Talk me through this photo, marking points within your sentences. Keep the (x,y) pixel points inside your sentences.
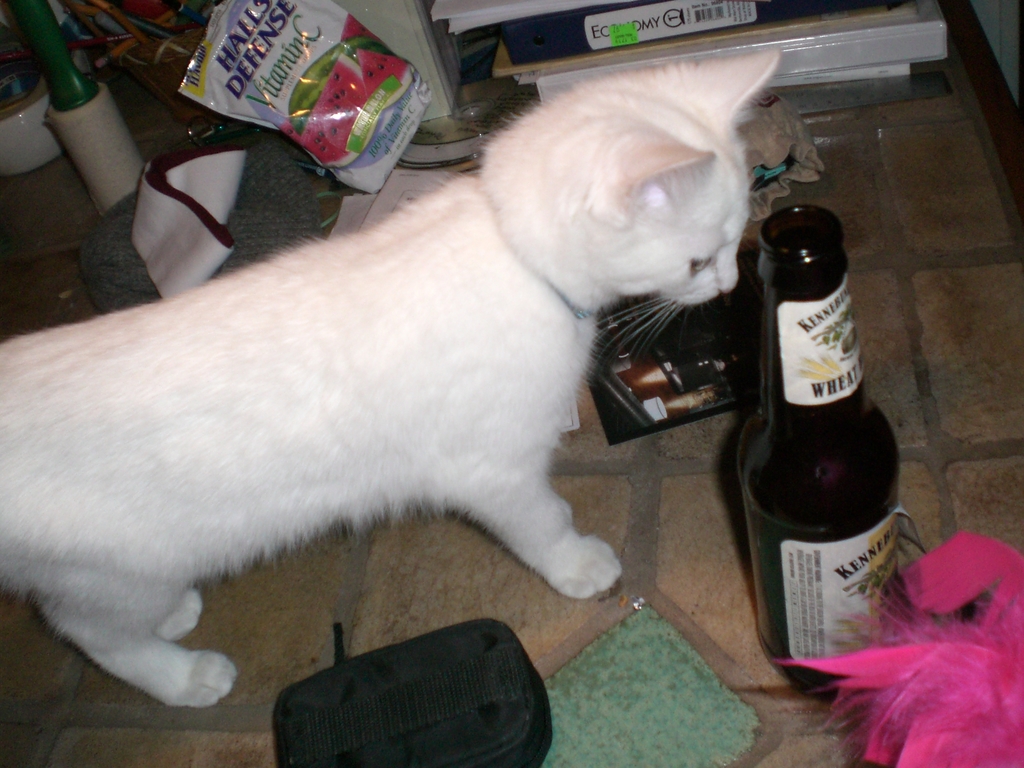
In the image there is a white cat (491,322) standing in front of a bottle (801,559), around the cat (617,141) there are many items (343,126), behind the cat (603,131) there are some files (711,12).
